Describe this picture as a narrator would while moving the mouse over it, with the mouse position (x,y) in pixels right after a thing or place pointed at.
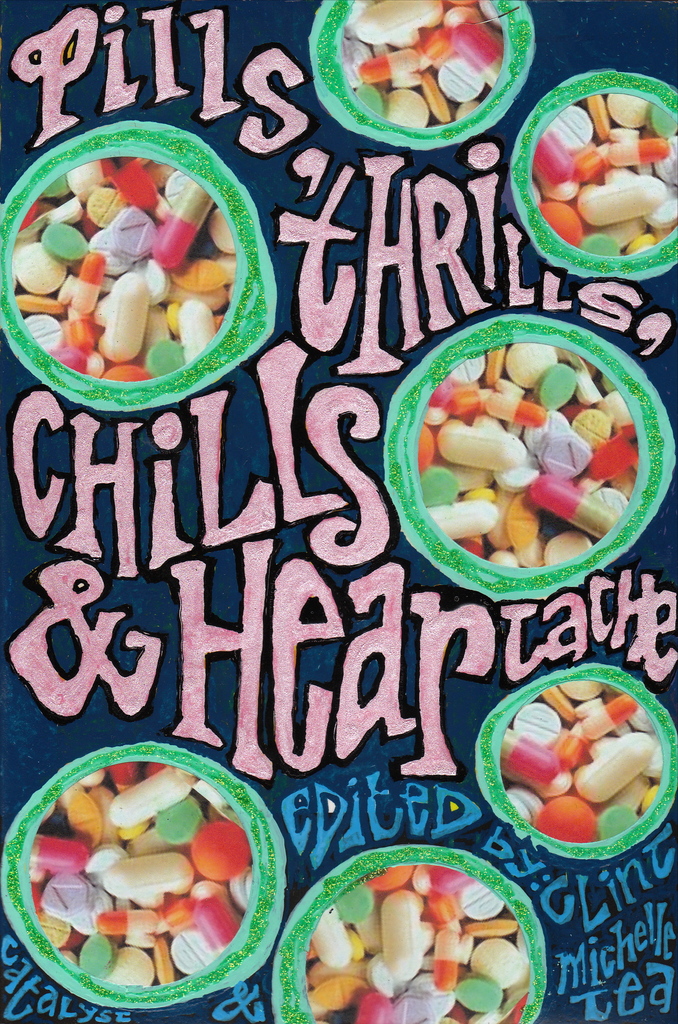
The picture is a poster (173,669). In the picture there are capsules (181,253) and tablets (329,990). In the picture there are different texts (334,808).
